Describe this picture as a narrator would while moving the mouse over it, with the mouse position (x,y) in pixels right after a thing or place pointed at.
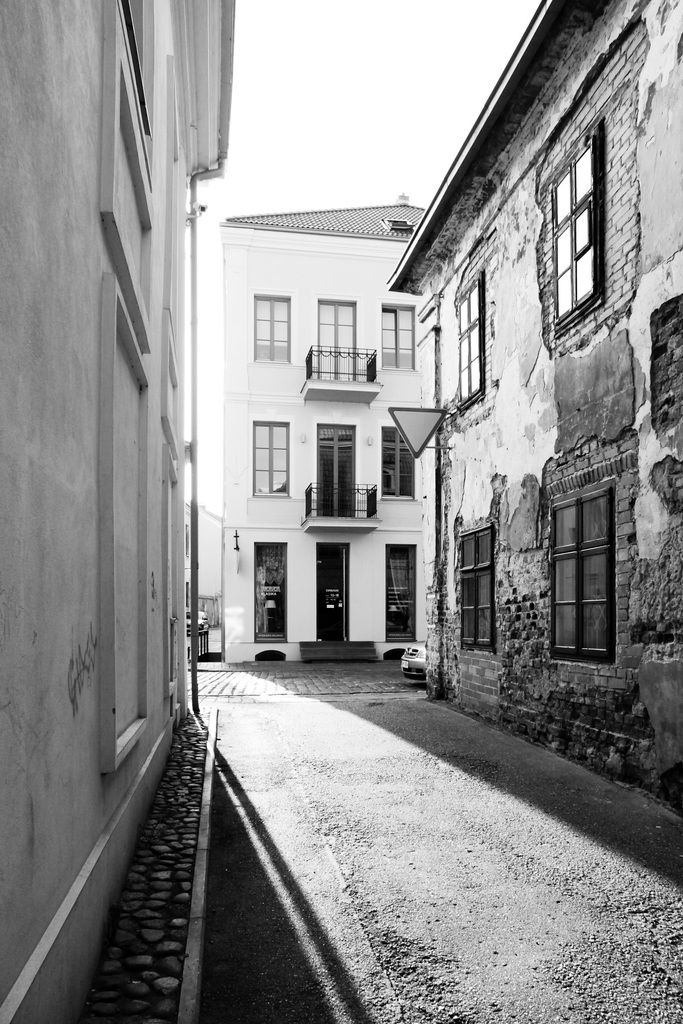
This is a black and white image. At the bottom (334,831) there is a road (274,751). In the background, I can see the buildings (593,442). At the top of the image (362,100) I can see sky (289,97).
